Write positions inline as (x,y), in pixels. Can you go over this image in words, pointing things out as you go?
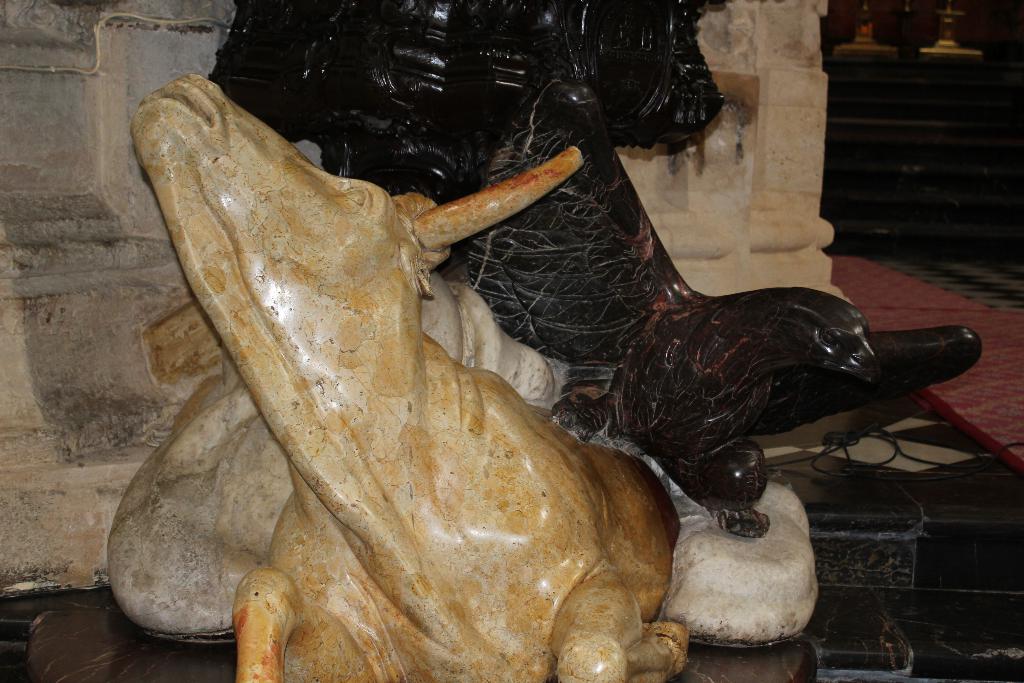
In this image we can see statues of animals (376,511) on the floor (922,435). In the background (79,136) there is a wall (60,149), carpet (956,382) and cable (868,428) on the floor (907,429) and other objects (978,53).
